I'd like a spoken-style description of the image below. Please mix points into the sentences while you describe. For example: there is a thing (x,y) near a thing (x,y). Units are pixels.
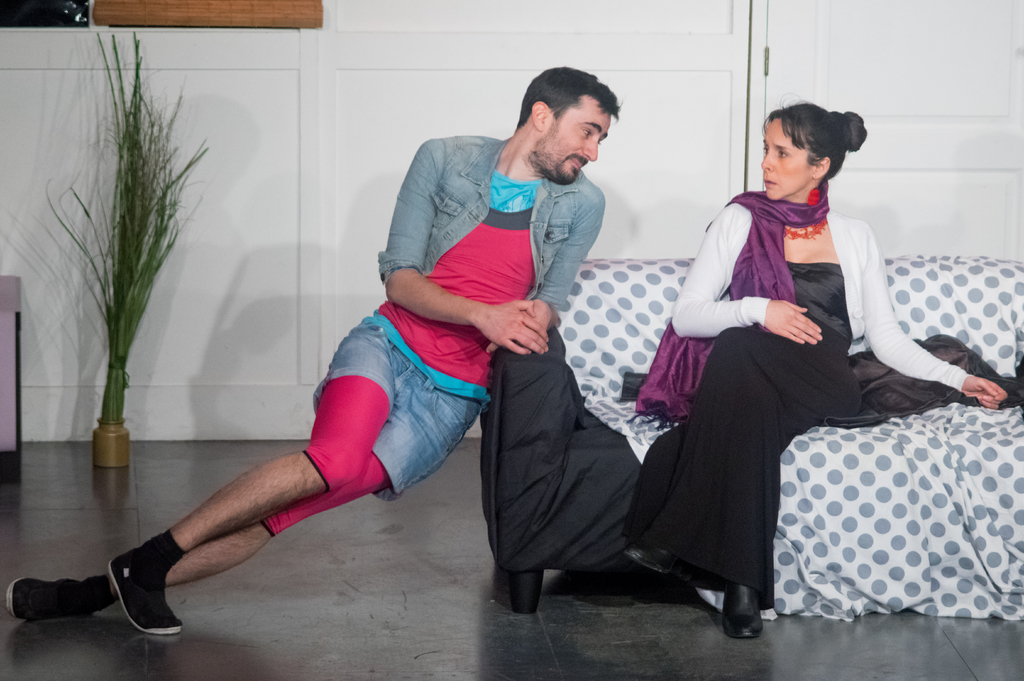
In the picture a woman (785,348) is sitting on a sofa (978,352), she is wearing black and white dress (759,364) and beside her a person (540,255) is in a lying position beside the sofa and behind him there is a plant (128,251), in the background (874,57) there is a white door (896,70).
